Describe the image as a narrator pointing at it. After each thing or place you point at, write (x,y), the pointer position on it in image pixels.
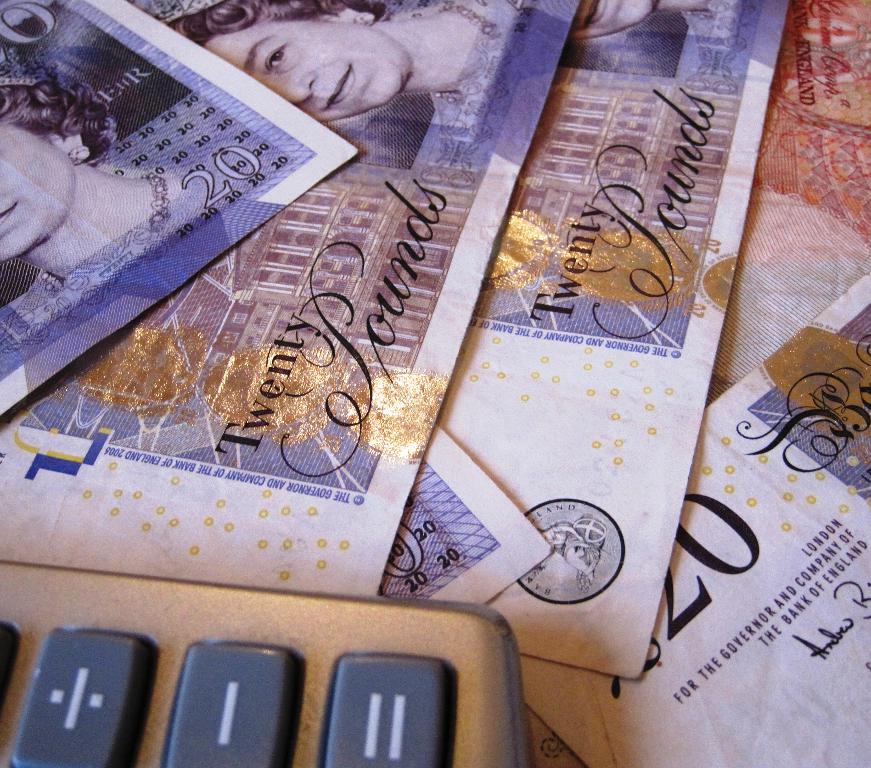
In this picture we can see currency notes (373,318), at the left bottom (216,673) there is a calculator (165,667).
